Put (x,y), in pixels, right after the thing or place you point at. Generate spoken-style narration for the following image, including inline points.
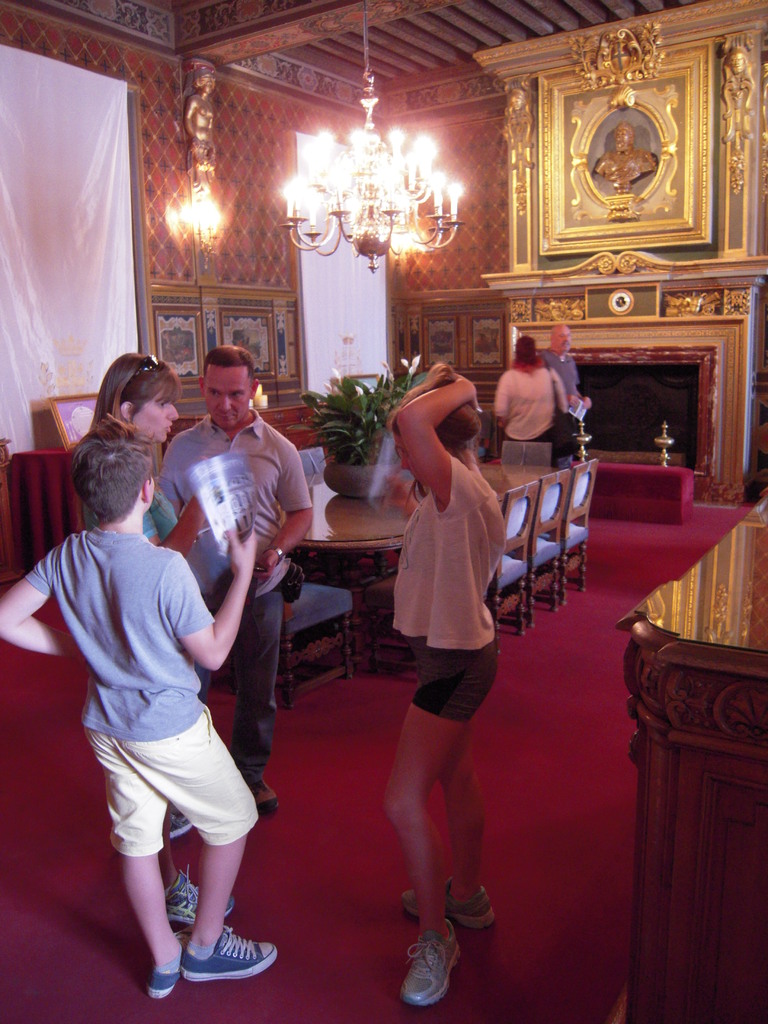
There is a group of people (470,558). They are standing in a room (308,325). We can see in the background (251,341) there is a lights (312,243) and photo albums (260,334), table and flower pot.
